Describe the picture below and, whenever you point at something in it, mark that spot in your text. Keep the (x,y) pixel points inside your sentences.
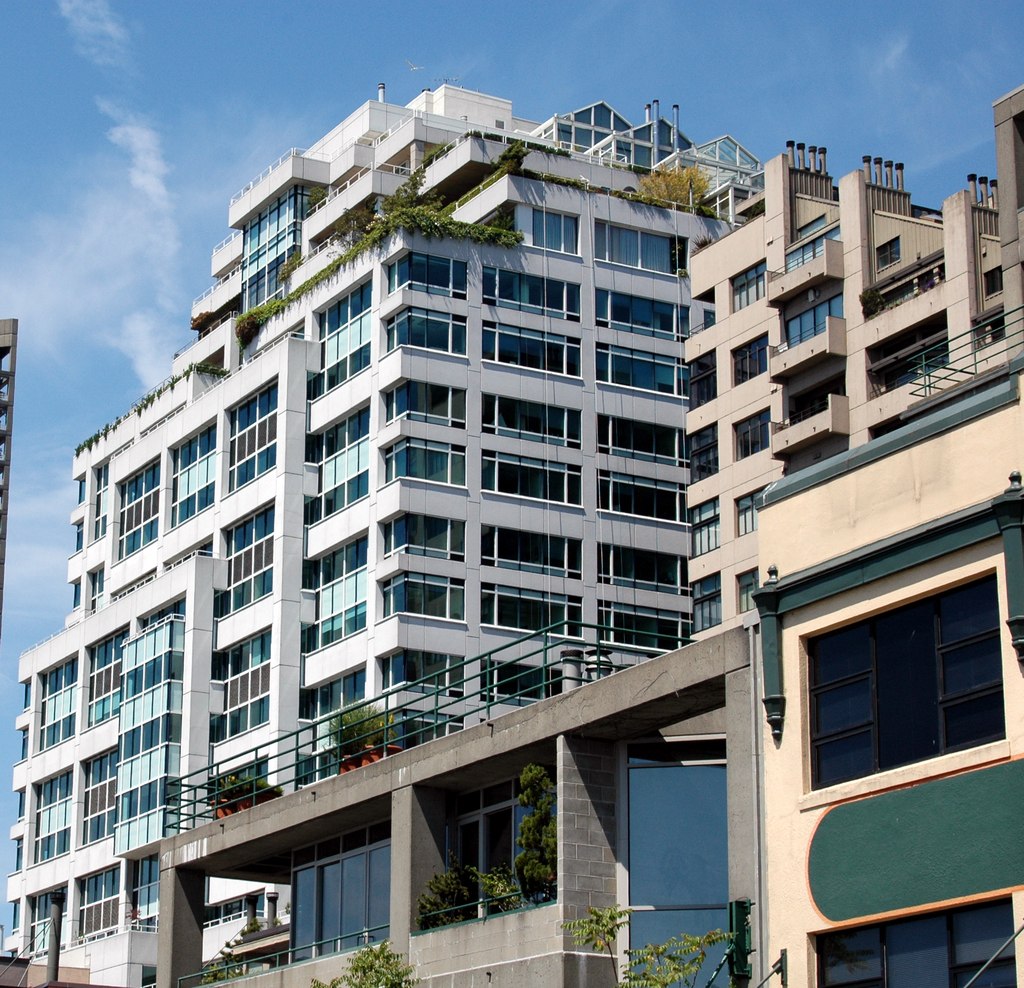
In this image there are buildings (374,619). There are few plants (378,983) on the buildings (505,251). The sky (166,161) is cloudy.
